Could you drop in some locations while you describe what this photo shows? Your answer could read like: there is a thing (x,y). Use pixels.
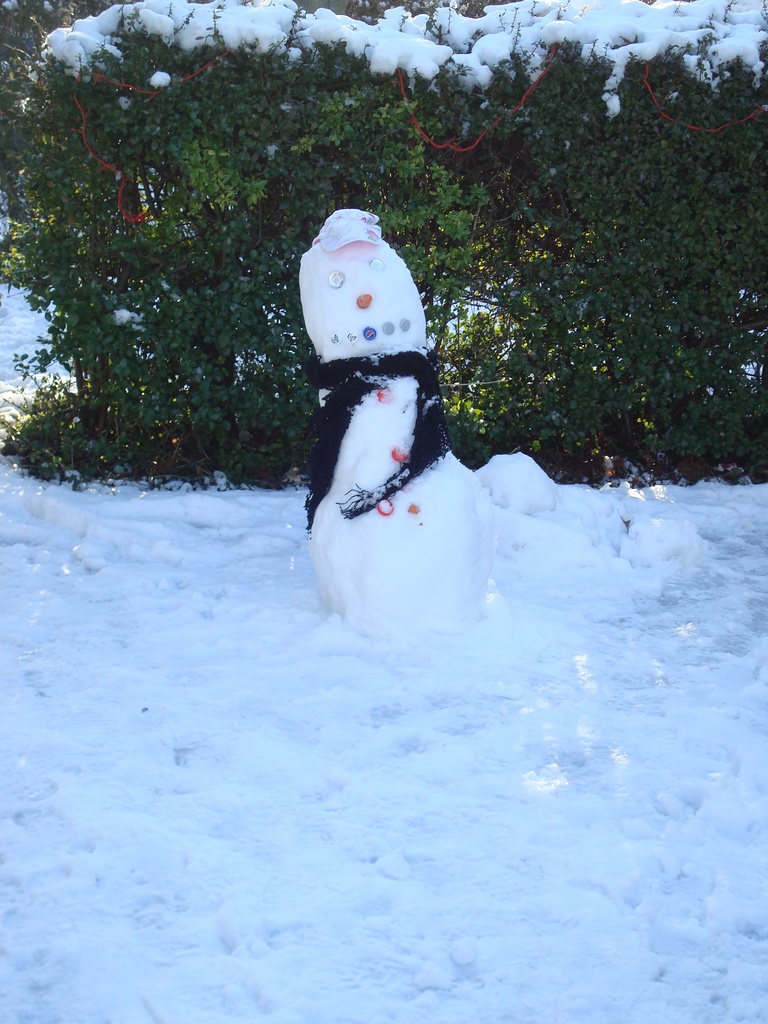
In this image we can see few plants (504,274). There is a snow (460,881) in the image. There is a snow doll (378,410) in the image.
